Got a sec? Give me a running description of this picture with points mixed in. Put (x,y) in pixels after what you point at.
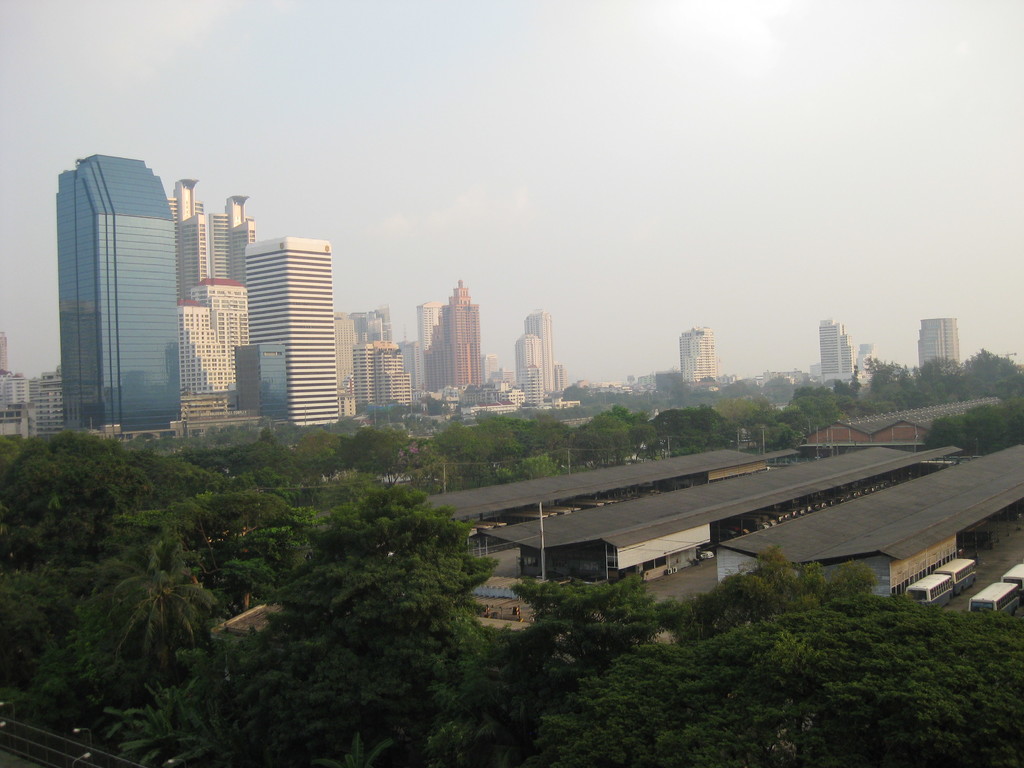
This picture is clicked outside the city. At the bottom (63,720), we see the trees (32,711) and street lights (86,757). In the middle of the picture (582,496), we see the buildings (857,543) or sheds (641,483) with grey color roofs (800,531). Beside that, we see vehicles (941,564) parked on the road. There are trees (406,445) and buildings (443,395) in the background (711,395). At the top (519,192), we see the sky (352,98).
